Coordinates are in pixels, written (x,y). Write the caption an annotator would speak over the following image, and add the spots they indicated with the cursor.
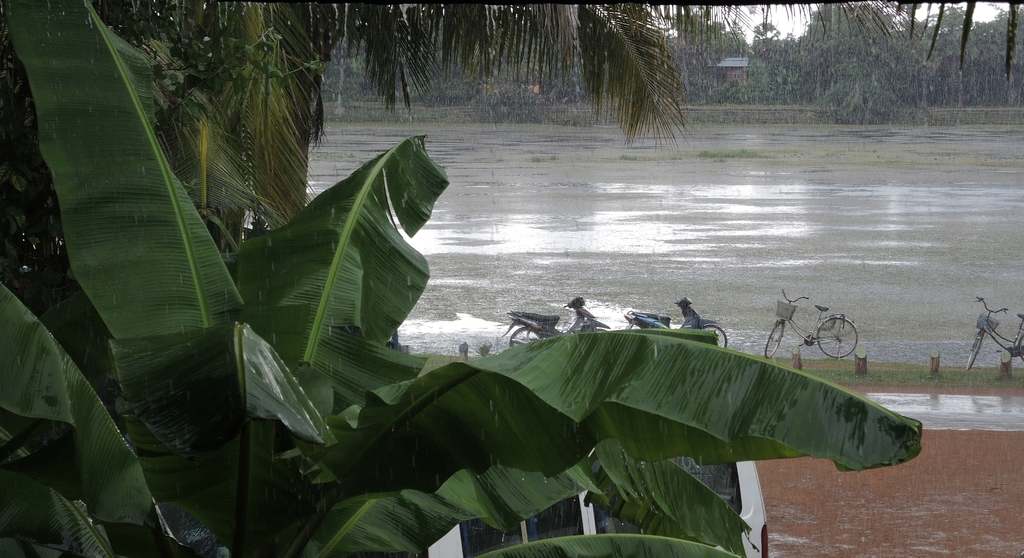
In the foreground of the picture (312,203) there are trees (278,464), car (582,506), road (959,414), scooters (659,328), bicycles (841,346), grass (869,372) and other objects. In the center of the picture (518,225) there is a water body (771,195). In the background (805,68) there are trees (728,53), sky (784,10) and building (732,67).
